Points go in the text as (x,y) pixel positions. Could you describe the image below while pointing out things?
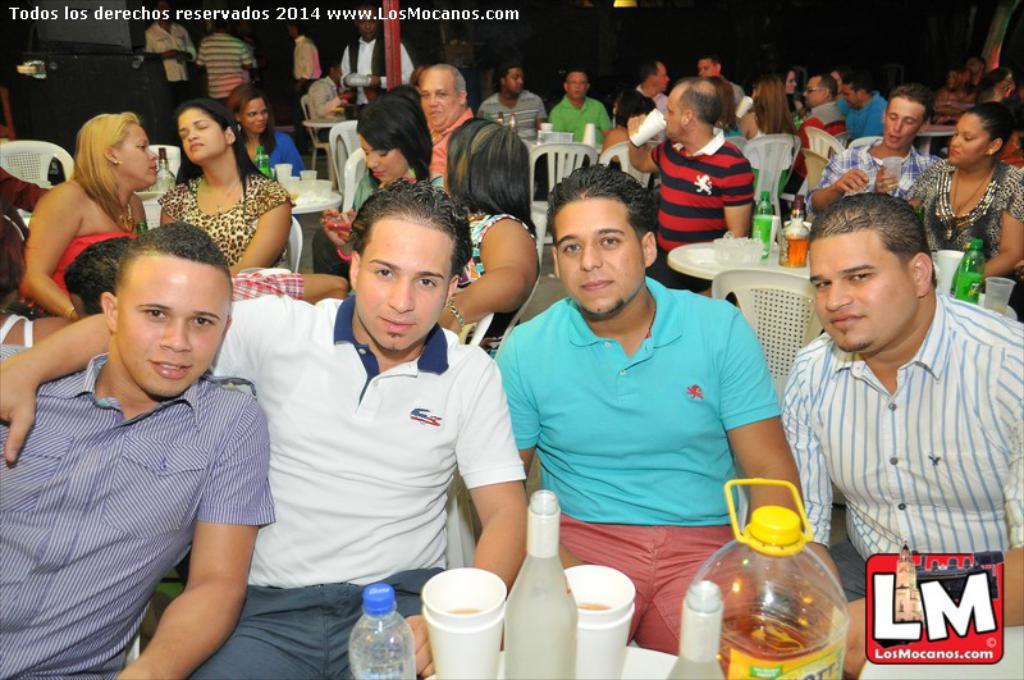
In this image I can see the group of people (443,372) sitting in front of the table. On the table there are bottles (524,598) and the cups (499,617). In the background (355,86) some people (171,50) are standing.
